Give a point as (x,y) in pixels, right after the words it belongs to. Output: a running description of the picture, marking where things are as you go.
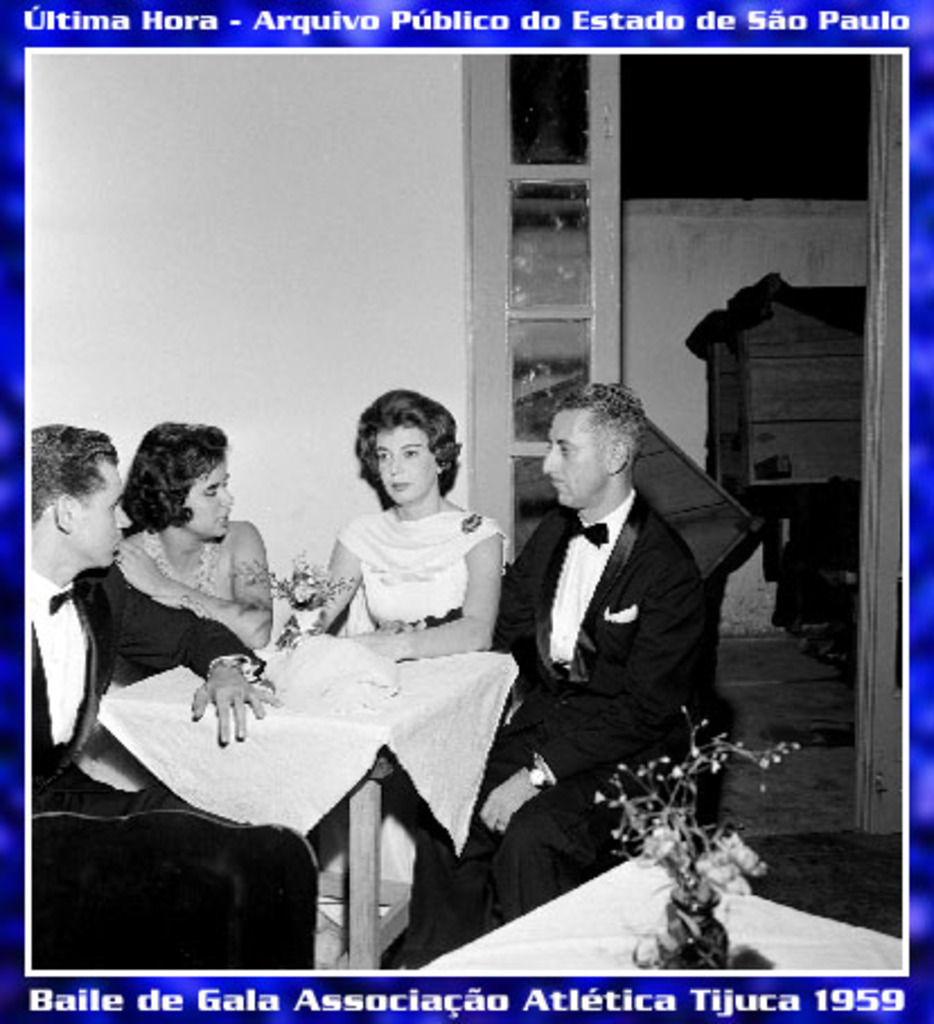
This is a black and white image. In this image we can see persons (332,598) sitting on the chairs (214,820), flower vase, walls (228,240) and a cupboard (801,331). At the top (421,45) and bottom of the image (210,997) we can see colored background (9,63) and text (793,999).
